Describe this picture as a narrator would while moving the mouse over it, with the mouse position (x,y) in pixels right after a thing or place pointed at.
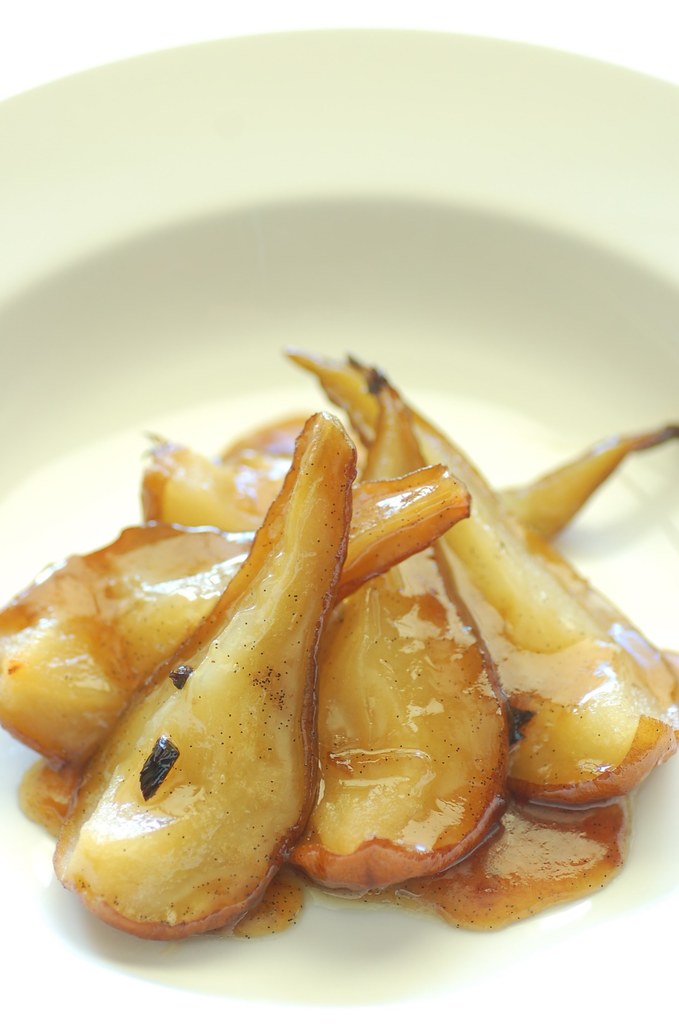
In this image we can see a white bowl (444,252) which contains some food item (405,699) on it.
